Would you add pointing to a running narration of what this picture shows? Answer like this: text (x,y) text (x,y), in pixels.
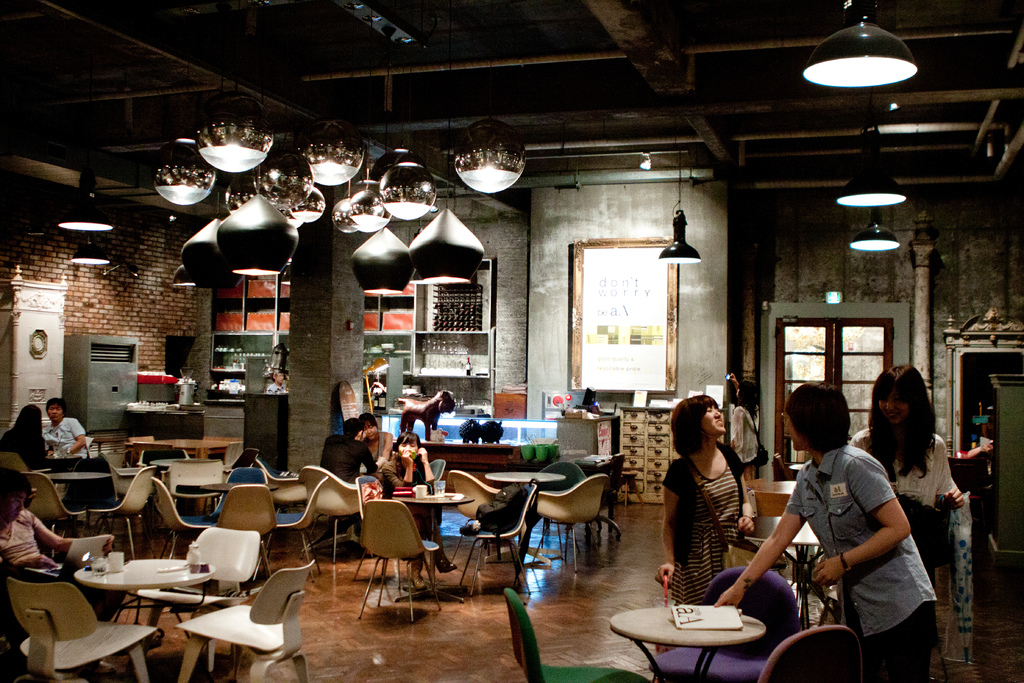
In this image there are group of people (24,430) some of them are sitting on a chair (225,522) and some of them are standing and some tables (740,631) are there. On the tables (160,559) there are some glasses (416,485), tissue papers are there and on the top (467,82) there is a ceiling (489,57) and some lights (849,76) are there and in the center (554,370) there is a wall (566,335) and on the right side (821,355) there is a window (800,350) and in the center (595,288) there is one board (657,312) on the wall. On the left side (102,366) there is one box (96,369) and some objects (149,379) are there.
